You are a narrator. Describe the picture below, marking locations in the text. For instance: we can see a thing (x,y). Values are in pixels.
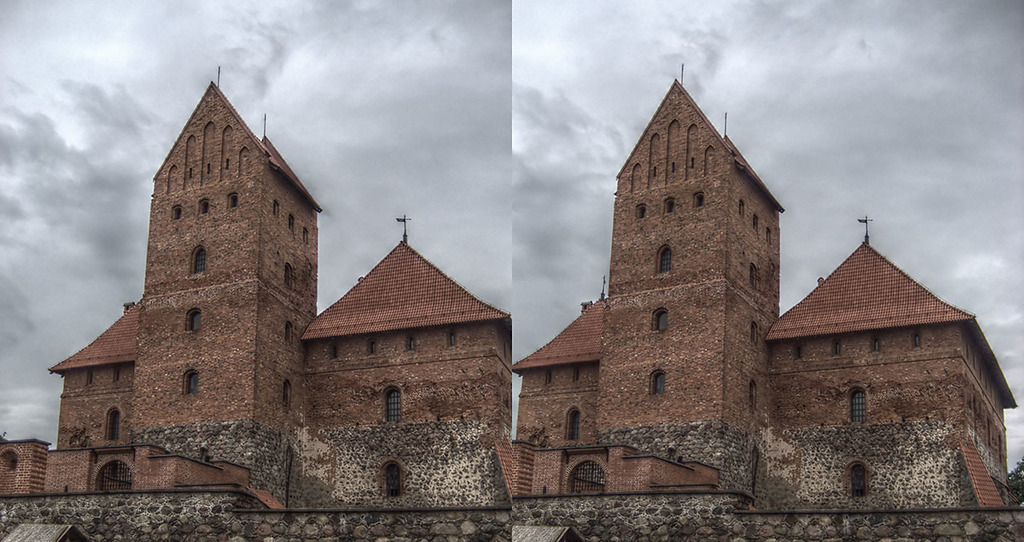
This is a collage image. Here I can see two images of the same view. In this images I can see a building (616,475) in red color. On the top of the image (787,69) I can see the sky (576,68). It is cloudy.
